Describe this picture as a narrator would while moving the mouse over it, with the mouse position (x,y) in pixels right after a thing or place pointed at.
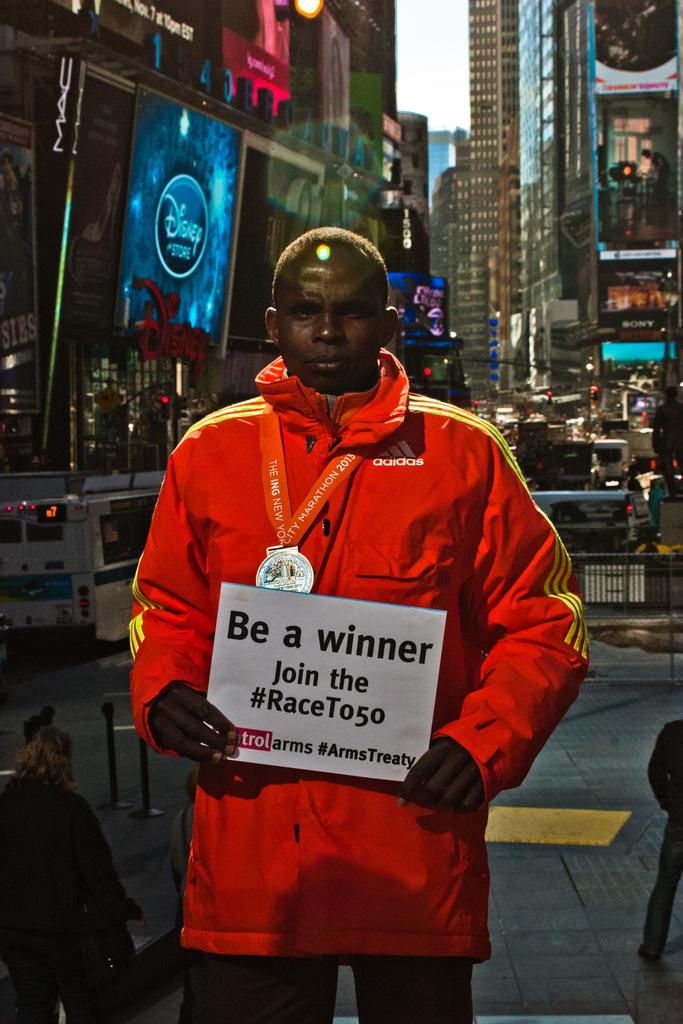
In this image in the center (380,429) there is one person (349,780) who is standing, and he is holding a paper (303,732) and in the background (173,350) there are some buildings (336,210) and hoardings (148,275). And in the center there are some vehicles (607,514) on the road (109,693), at the bottom (140,934) there is floor (627,899) and some persons (112,878) are standing.
